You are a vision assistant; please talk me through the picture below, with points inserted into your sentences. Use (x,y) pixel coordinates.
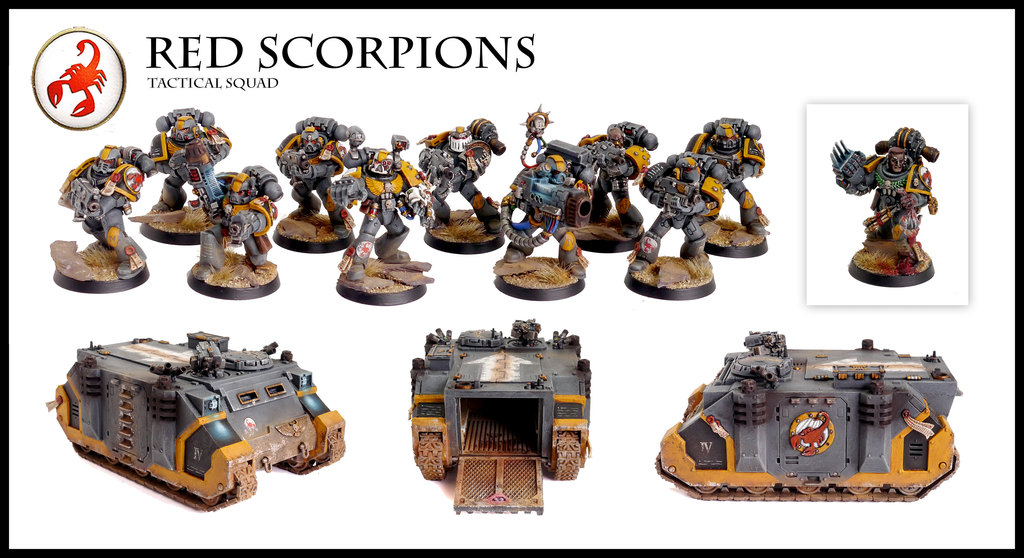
This is a poster (459,400) and in that poster (296,237) we could see some toys (630,221), and at the top of the image (348,47) there is some text (348,47).
